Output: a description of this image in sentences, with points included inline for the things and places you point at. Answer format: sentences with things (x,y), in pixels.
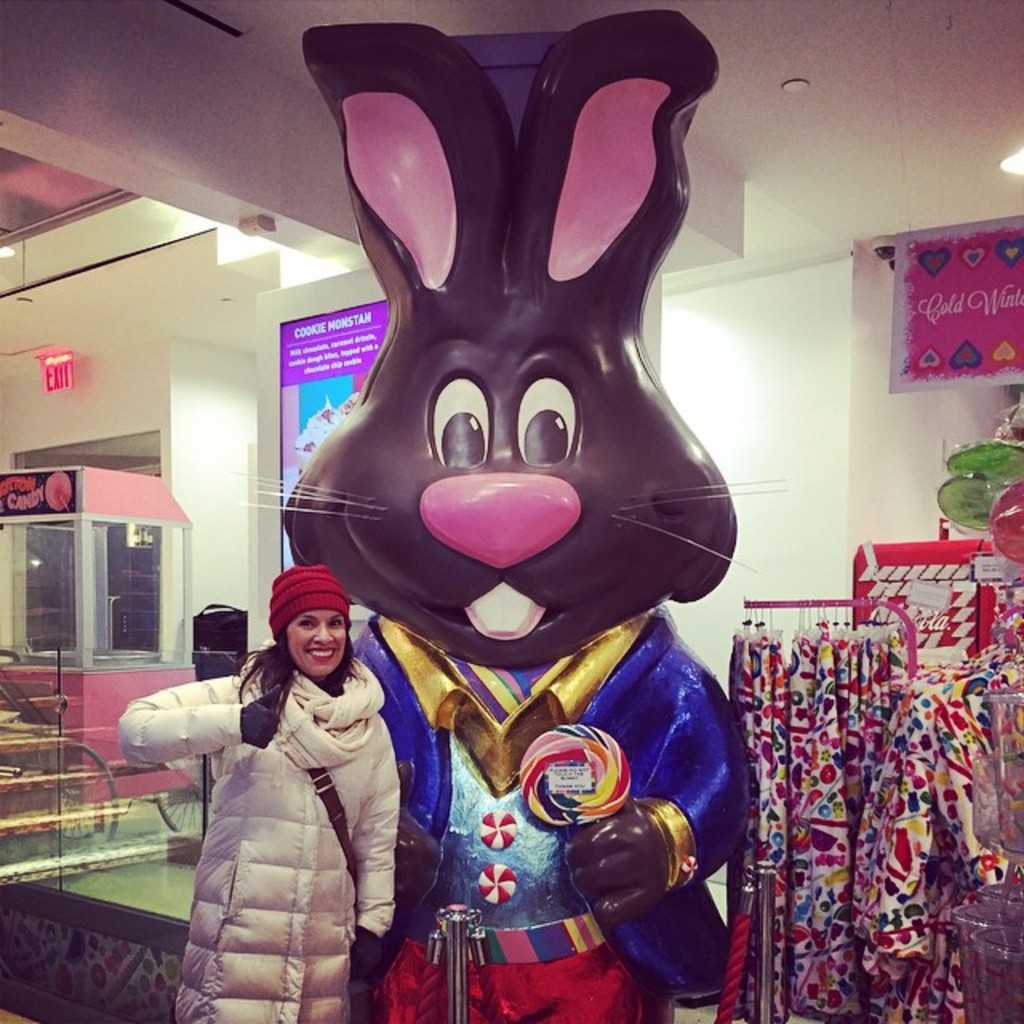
In the foreground (572,419) I can see a bunny statue (616,628) and a woman (274,828) is standing on the floor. In the background (233,592) I can see a wall (251,523), boards (312,373), rooftop (249,169) and clothes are hanged. This image is taken in a mall.
